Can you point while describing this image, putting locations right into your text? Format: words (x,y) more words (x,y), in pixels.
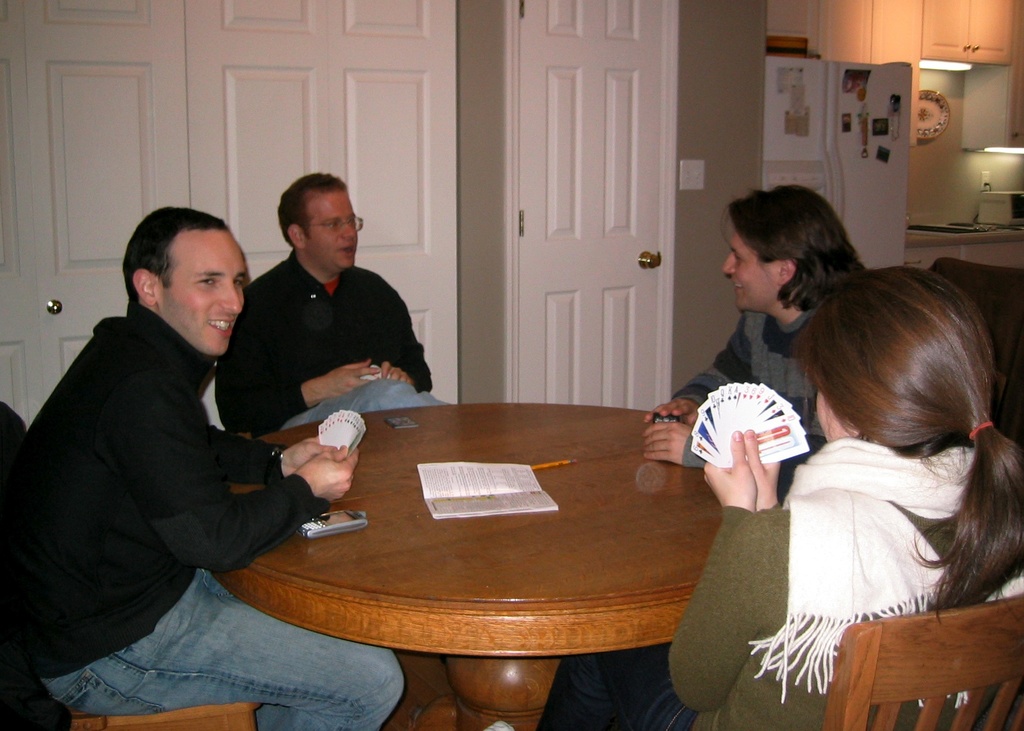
In this image we can see a four persons (735,464) sitting on a chair (1005,679) and they are playing cards (779,459). This is a wooden table (551,552) where a mobile phone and a book (484,463) are kept on it. This is a door (557,307). Here we can see a light (960,62) which is on the right side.
